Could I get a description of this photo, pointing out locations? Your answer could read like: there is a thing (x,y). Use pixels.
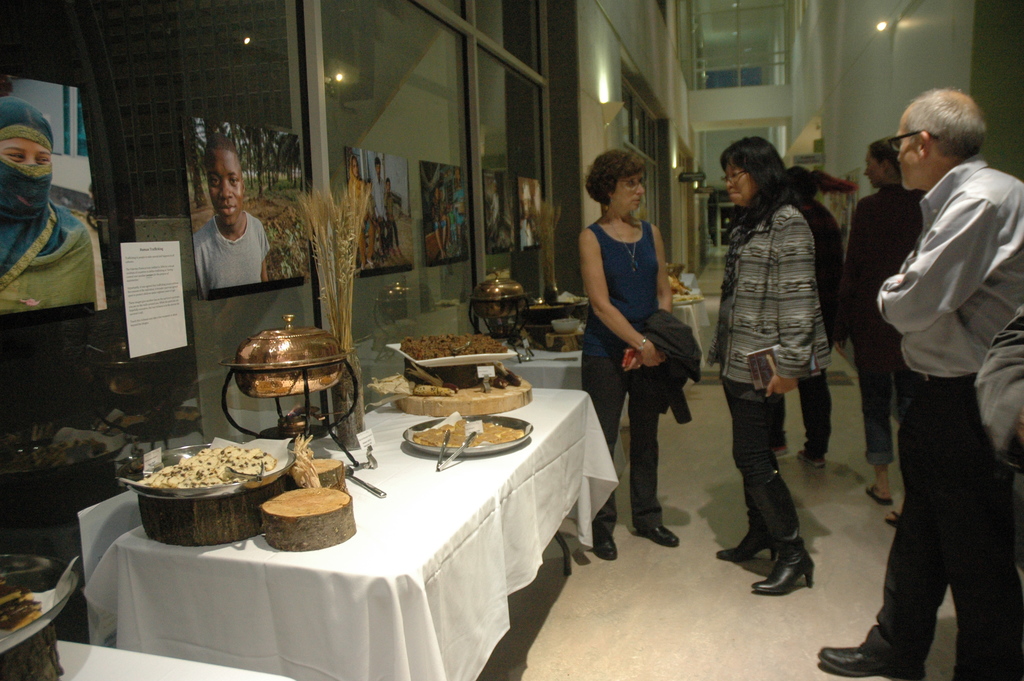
In the picture I can see a five persons (648,395) standing on the floor (697,492) and they are on the right side (776,321). I can see two women (627,327) and looks like they are having a conversation. I can see the tables (465,554) on the floor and they are covered with white cloth (559,374). I can see the small wooden logs (340,484), plates (424,447) and a dish bowl (316,336) are kept on the table (409,461). I can see the photo frames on the glass windows (352,143). I can see the lamps (600,105) on the wall (611,81).
